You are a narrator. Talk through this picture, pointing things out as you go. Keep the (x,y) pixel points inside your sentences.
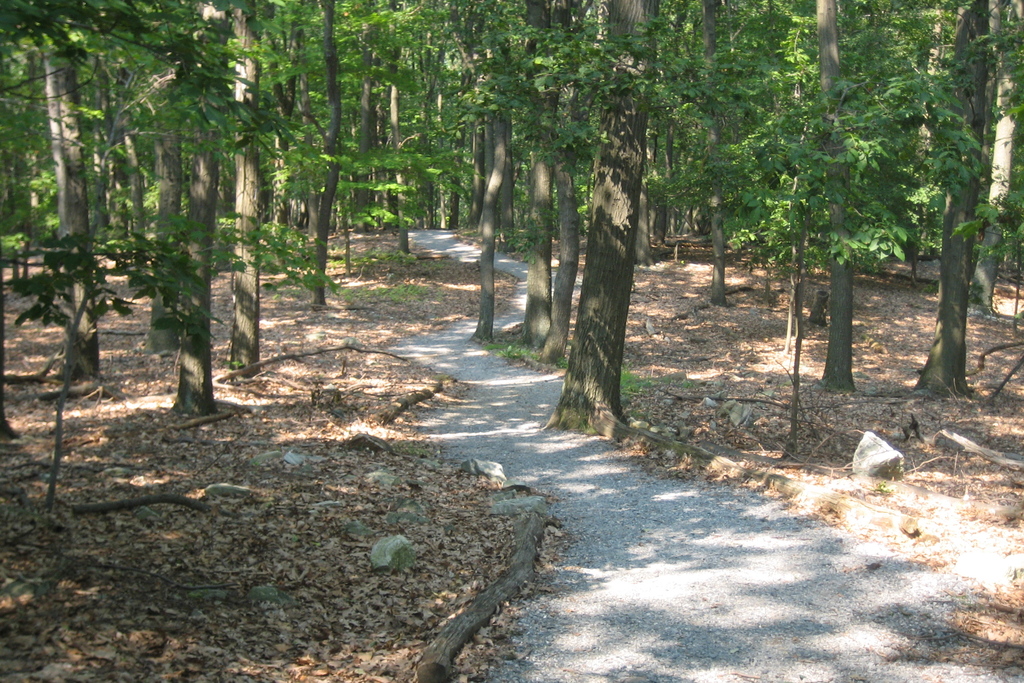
In the picture we can see a pathway (598,671) and besides, we can see dried leaves (339,500) beside the path (588,598) and in the background (951,323) we can see full of trees (376,198).
